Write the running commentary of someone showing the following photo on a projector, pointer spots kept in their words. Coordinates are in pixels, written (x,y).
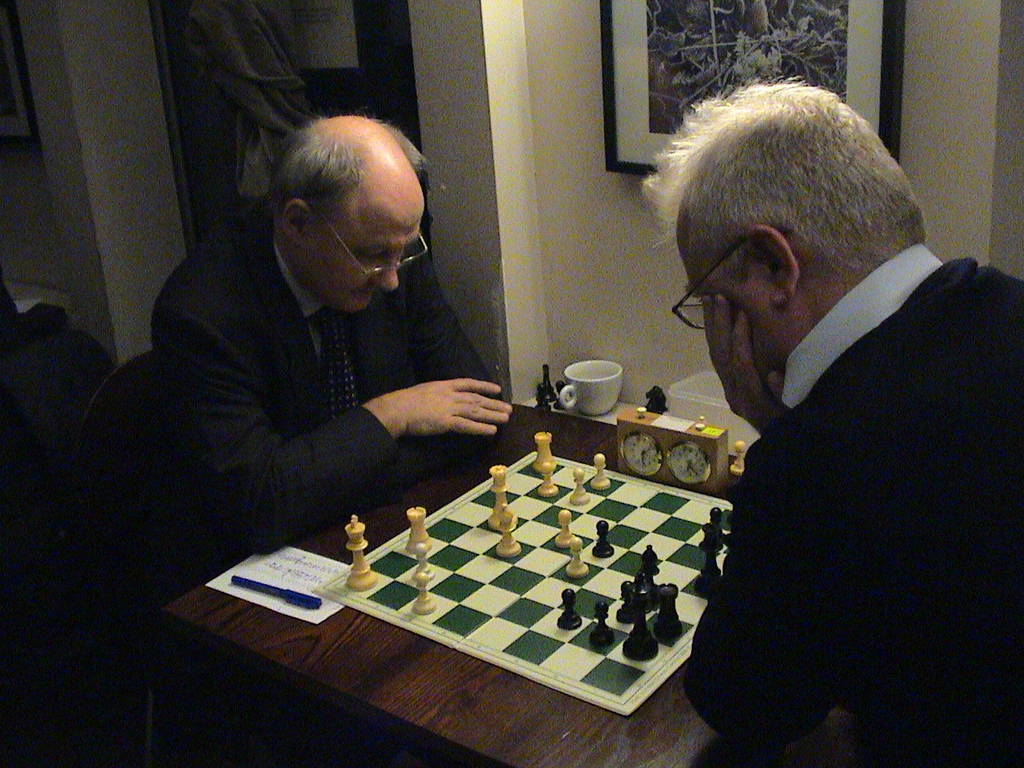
In this picture we can see two men (869,459) are sitting and playing chess game, there is a table (497,701) in front of them, we can see a chess board (558,646), chess pieces (633,634), a paper (298,570), a pen (276,590) and a timer (641,456) present on the table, in the background (539,280) there is a wall (543,177), we can see a photo frame (629,115) on the wall (584,249), we can also see a cup (592,382) in the background (587,382).
